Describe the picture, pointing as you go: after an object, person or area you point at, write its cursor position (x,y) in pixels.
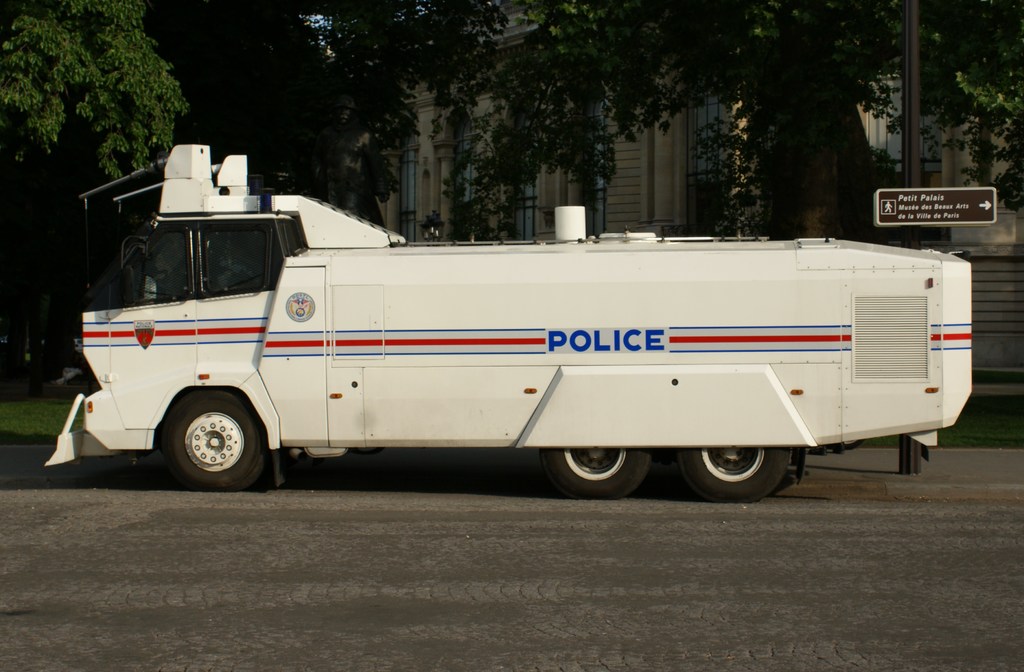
In this picture we can see a vehicle (541,382), beside to the vehicle (901,279) we can find a pole (914,235) and a sign board (921,201), in the background (629,50) we can find few trees (389,145) and a building (621,160).
